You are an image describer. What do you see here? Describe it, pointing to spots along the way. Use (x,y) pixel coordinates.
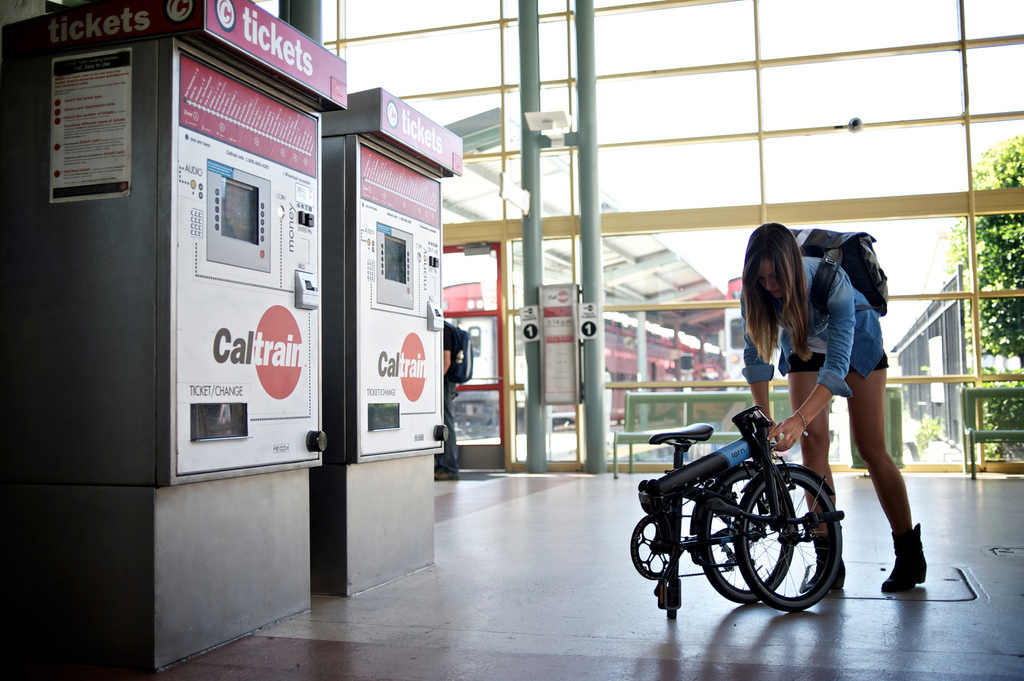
Here we can see a woman (871,356) and a vehicle (750,551) on the floor (740,611). There are boards (210,37) and boxes (322,439). In the background (519,163) we can see poles (577,137), glass (941,445), benches (1000,442), buildings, and sky (707,110).
